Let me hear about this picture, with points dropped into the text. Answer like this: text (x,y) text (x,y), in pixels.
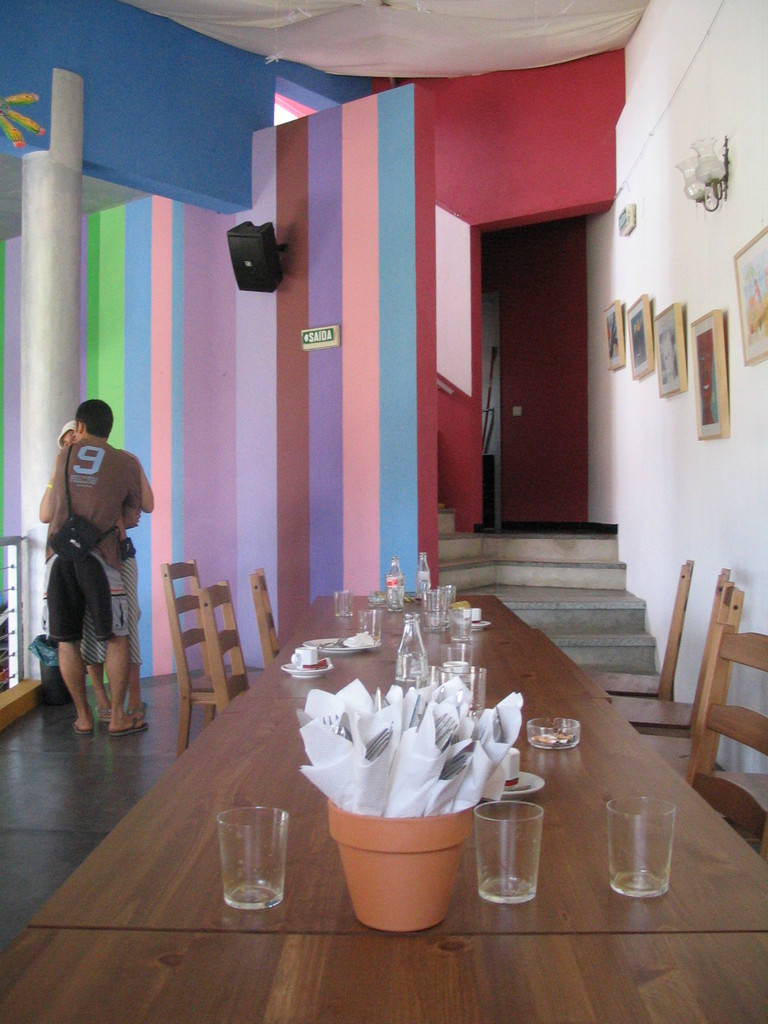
This image is clicked inside. There is a table (516,625) in the middle (481,670) on that table (472,916) there are so many glasses (451,625), Bottles (405,642) And there is a flower pot (437,886) which has papers (425,785) in it. There are so many chairs (180,674) around table (689,853). There are photo frames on the right side wall (648,388). There is lamp (708,187) on right side wall (678,192). There are stairs (576,664) on the right side (517,579), there are two people (65,584) standing on the left side (75,562), there is a pillar (31,305) there is a speaker (266,243) on the wall (252,378).
